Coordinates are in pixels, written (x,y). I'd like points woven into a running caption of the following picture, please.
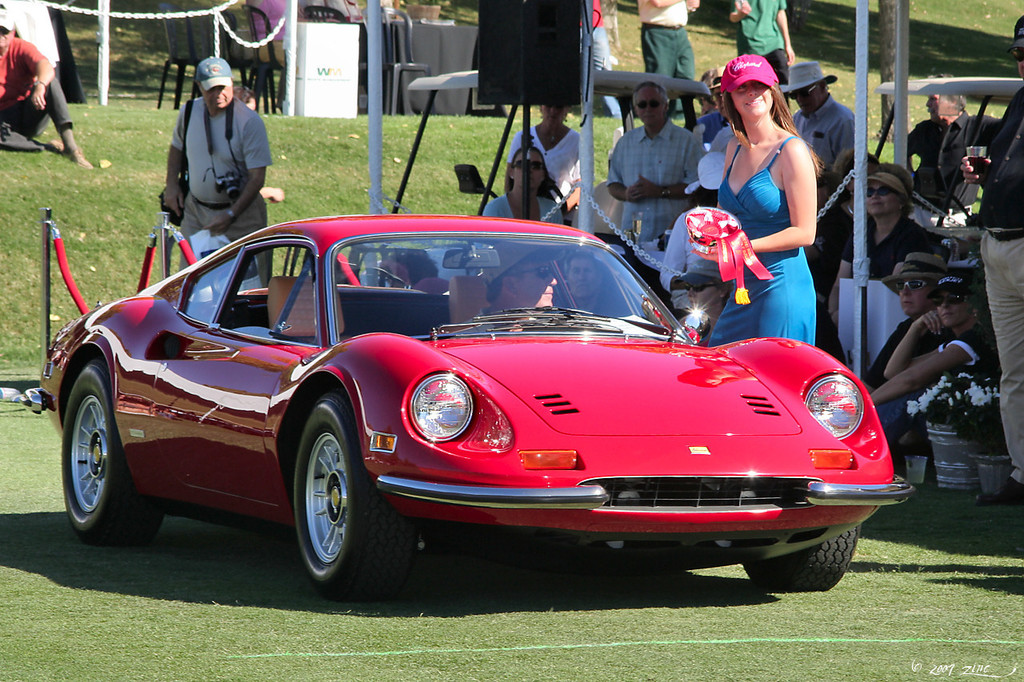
In the foreground of the pictures there car (328,353), grass (23,286), woman (749,220) and railing (174,233). In the background (378,92) there are people (686,139), poles (378,31), speakers (512,46), tents (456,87), chairs (231,51), grass (498,121) and other objects (447,44).
